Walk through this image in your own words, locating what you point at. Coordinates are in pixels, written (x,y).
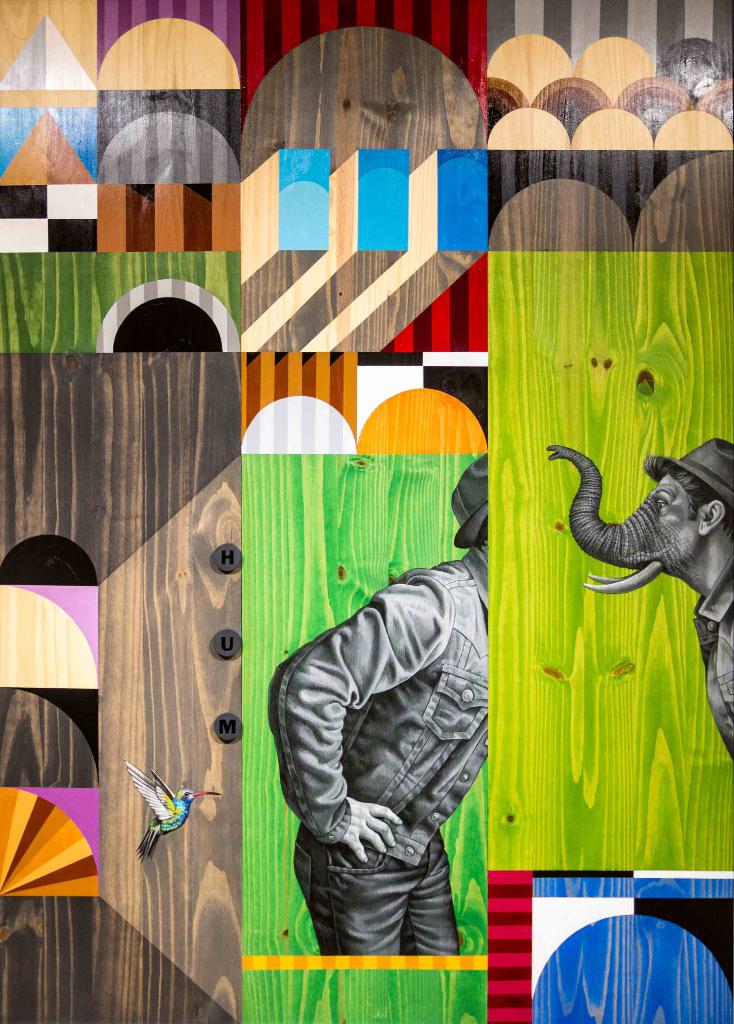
This image consists of a poster (408,694). On this poster (155,322), I can see some colorful paintings (336,192) on a wooden surface (164,216). On the right side (706,552) there is a person (700,598) facing towards the left side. An elephant's trunk (594,525) attached to the person's face (673,524). In front of this person (661,540) one man (387,770) is standing. On the left side (158,787) there is a bird (158,811) flying.
